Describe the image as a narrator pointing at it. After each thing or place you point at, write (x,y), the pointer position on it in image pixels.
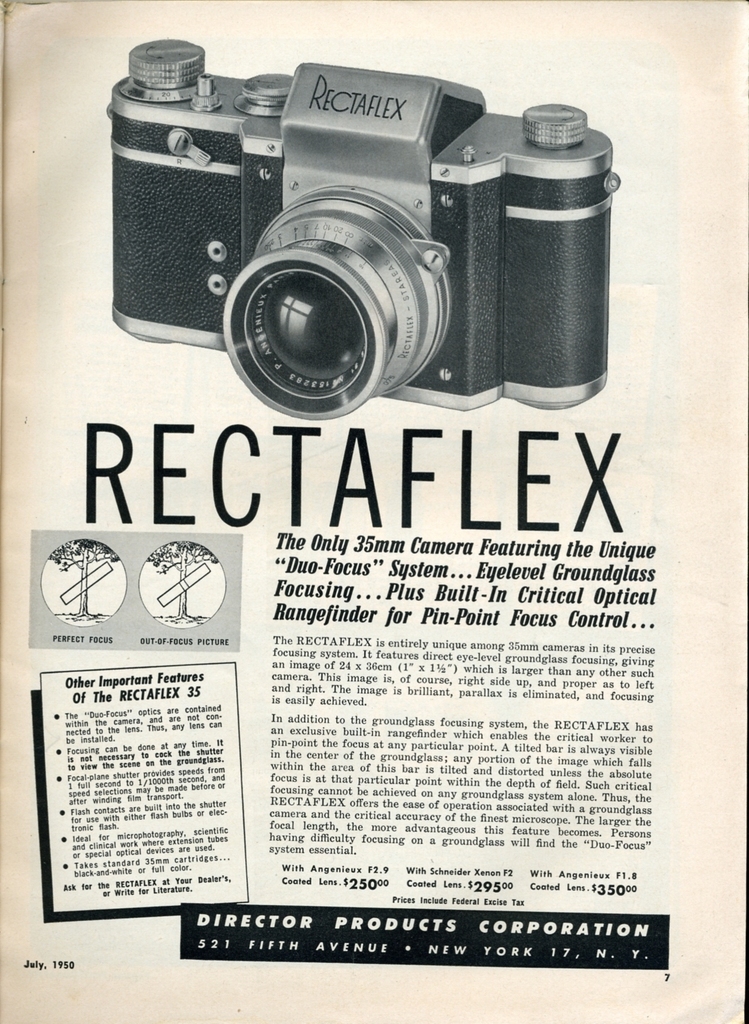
This picture shows a paper (460,983). We see a camera (376,310) and text (581,665) on it.
